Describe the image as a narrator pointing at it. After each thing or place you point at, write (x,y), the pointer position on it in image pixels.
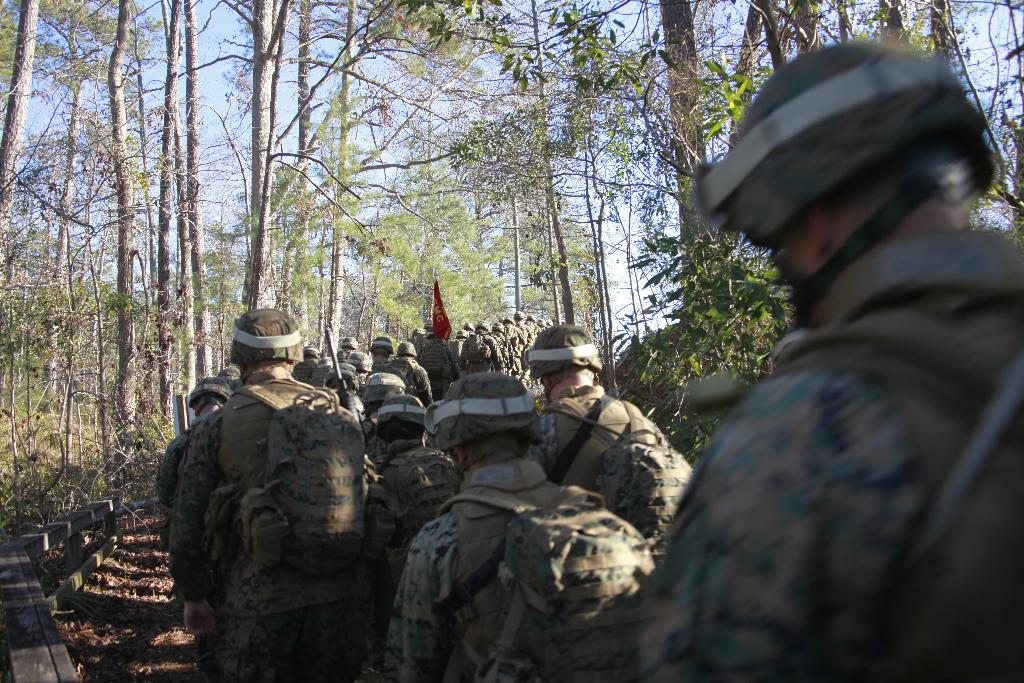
In this image we can see men (399,490) walking on the ground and wearing backpacks (591,560). In the background (269,210) there are trees (332,180), sky (221,180) and wooden fence (32,580).
